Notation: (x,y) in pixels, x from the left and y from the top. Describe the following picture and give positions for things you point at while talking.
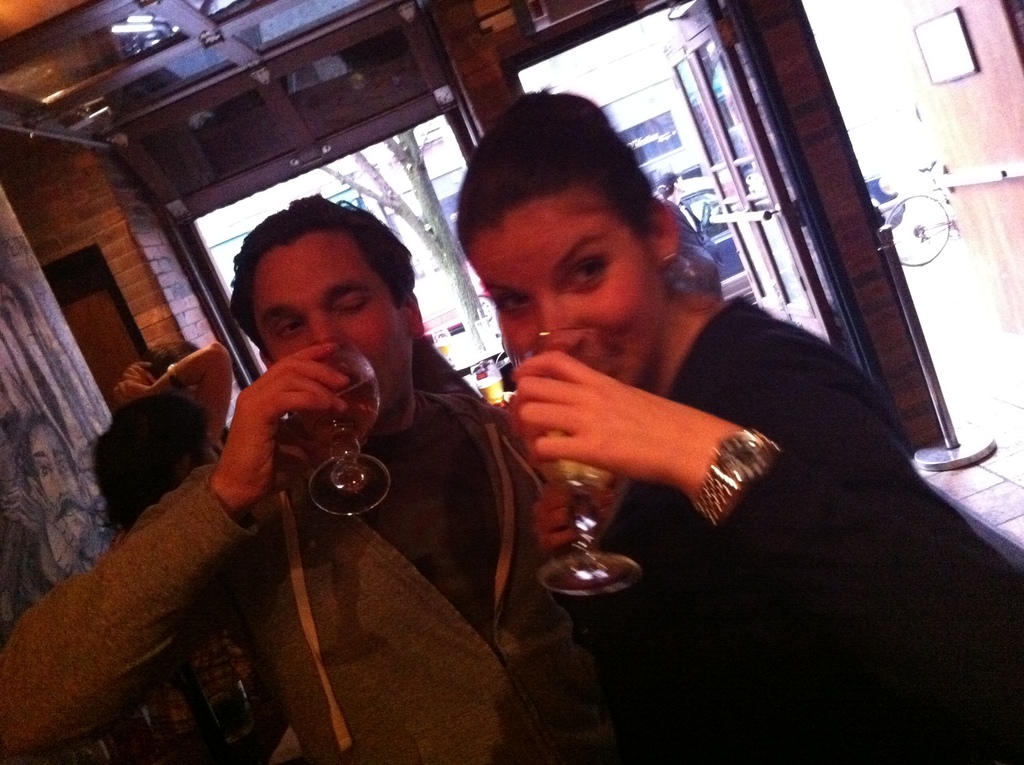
In this picture there is a man (523,597) and a woman (813,520) at the center of the image (471,495), they both are drinking the juice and there is a door (397,8) behind them.
